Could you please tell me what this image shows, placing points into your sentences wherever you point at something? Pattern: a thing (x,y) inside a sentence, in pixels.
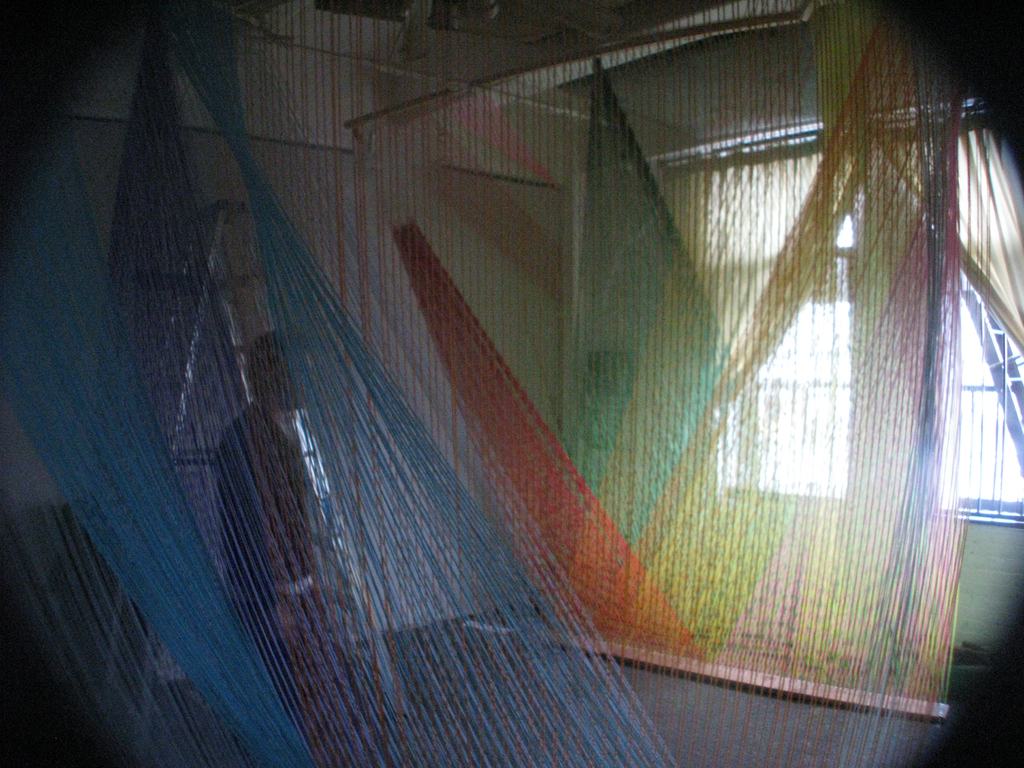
In this picture we can see curtains (539,411), on the right side (838,365) there is a window (845,377), in the background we can see a person (291,412), a ladder (236,344) and a wall (327,226).
